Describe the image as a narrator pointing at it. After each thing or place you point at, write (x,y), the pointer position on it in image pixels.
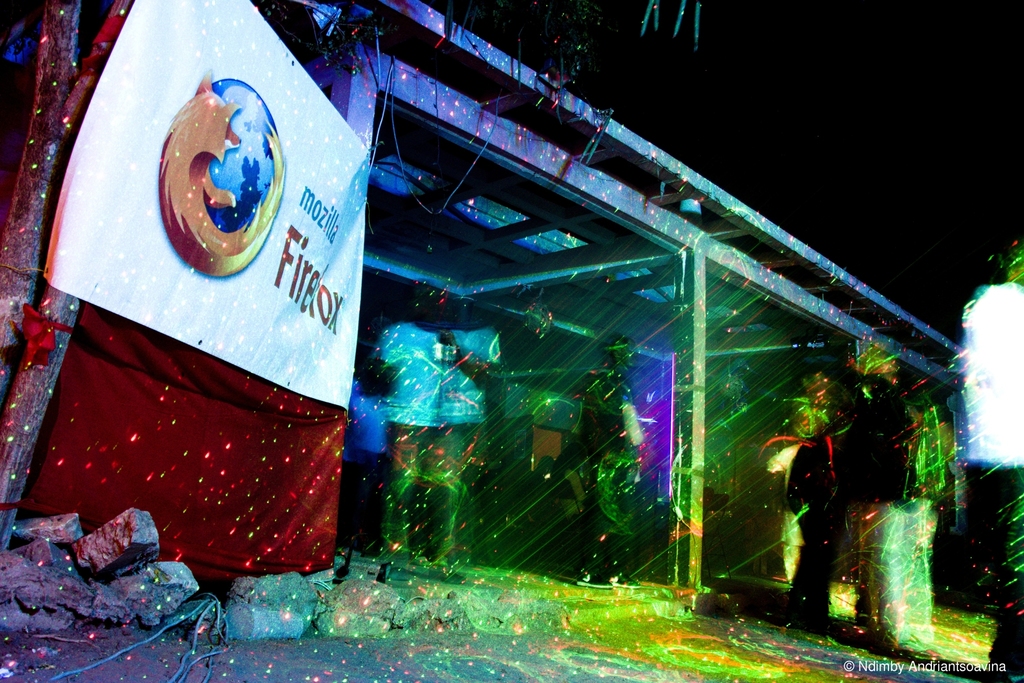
In this image I can see the edited picture. I can see a banner (192,257) which is white, orange and blue in color, few rocks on the ground (416,579), few persons (898,447) standing on the ground (445,586), a tree (567,21), a building (503,146) and the dark sky (815,123) in the background (852,134).
